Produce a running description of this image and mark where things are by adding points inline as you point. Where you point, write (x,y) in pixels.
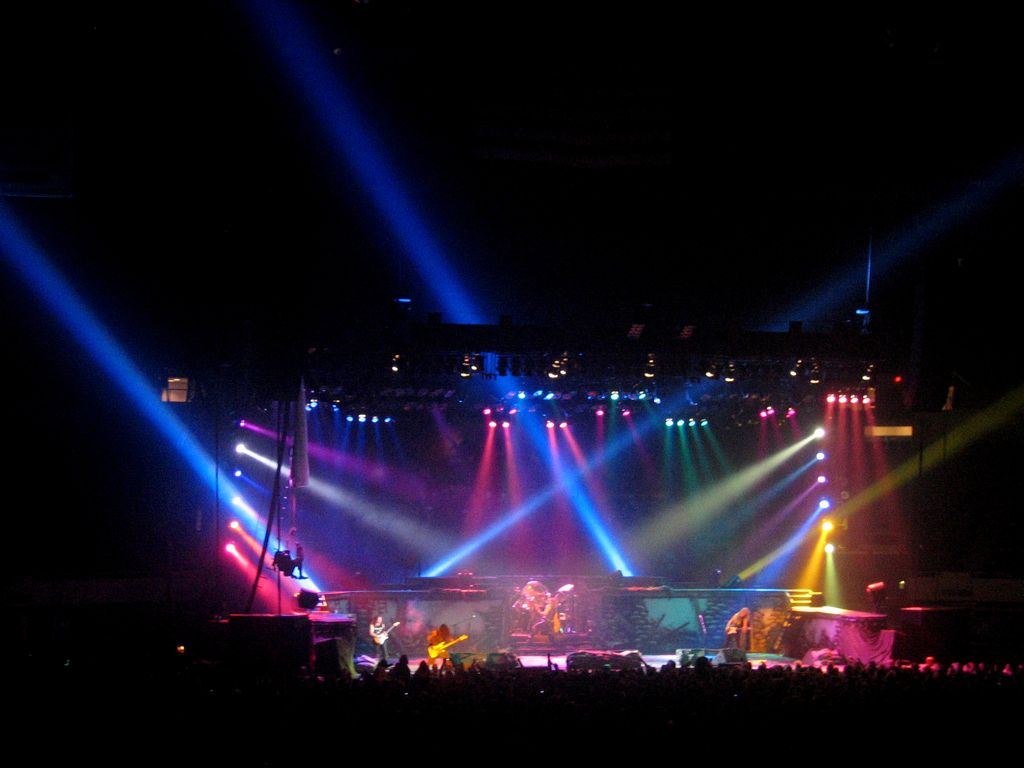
In the picture we can see some people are giving a musical performance holding some musical instruments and to the ceiling (110,263) we can see the focus lights (88,327) with different color and the audience (988,723) are watching the performance.
